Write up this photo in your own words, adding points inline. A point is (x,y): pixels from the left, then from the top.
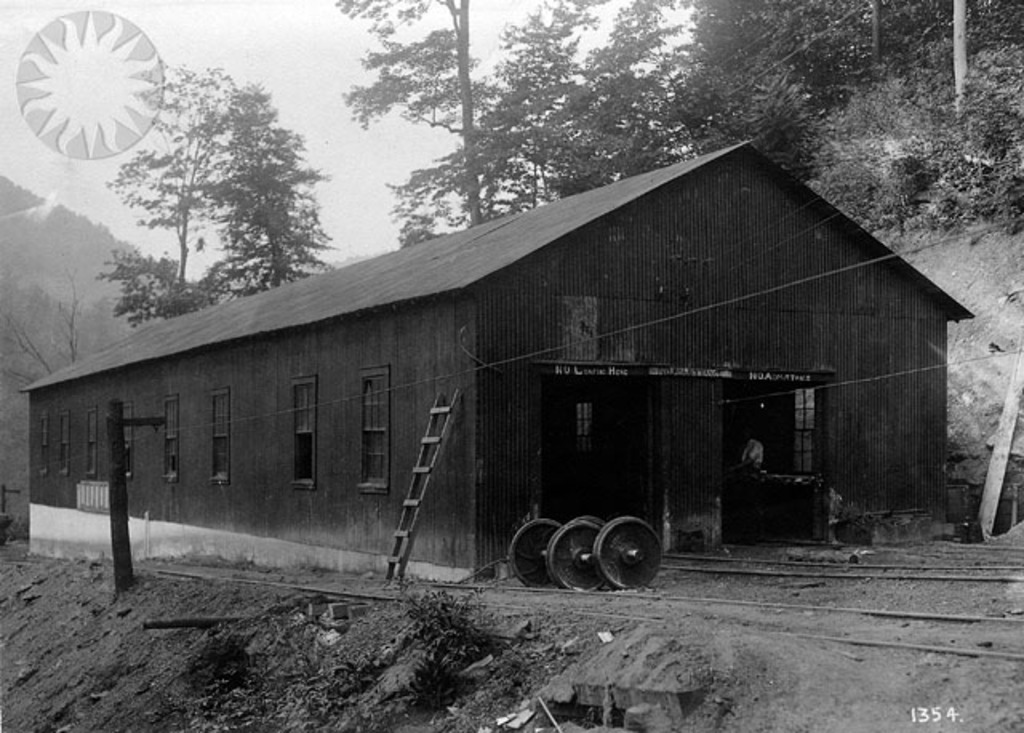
This is a black and white picture. Here we can see a shed (230,395), ladder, windows (375,403), boards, and trees (882,7). There is a watermark (75,70). In the background (347,219) there is sky (331,7).
